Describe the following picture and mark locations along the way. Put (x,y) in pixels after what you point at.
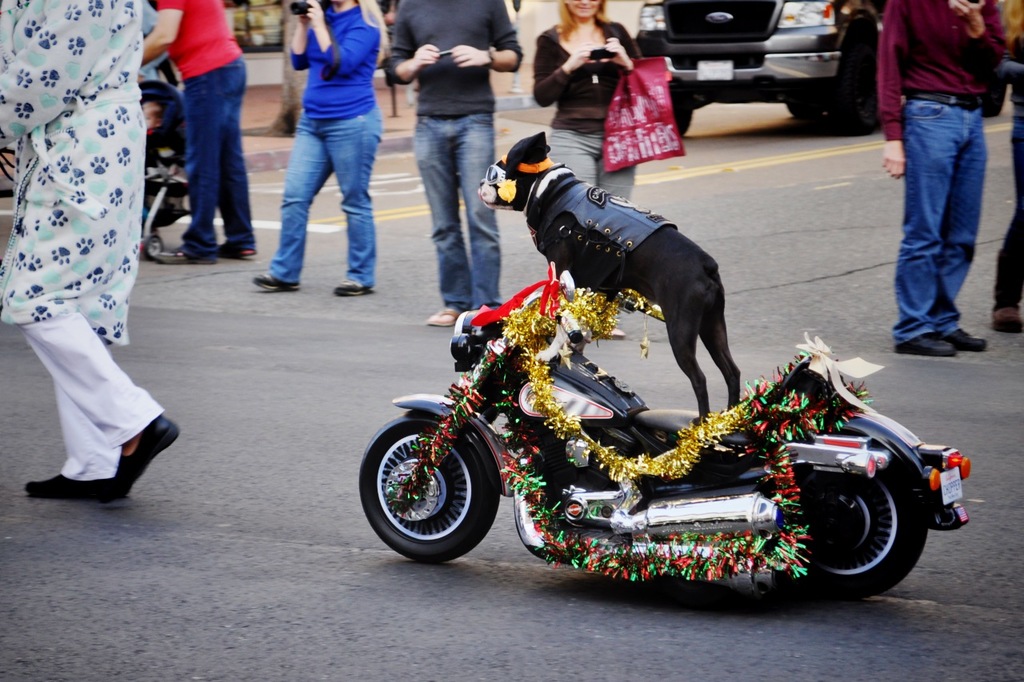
The picture is on the middle of a road (212,530). In the middle (475,411) a dog (628,264) is riding a decorated bike (621,440). The dog (512,178) is wearing dress (584,207), hat (522,166), and sunglasses (497,176). Around it there are many persons (938,162). Some people (922,144) are clicking photo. In the background (778,57) there are vehicle (752,74), stroller (176,198).
